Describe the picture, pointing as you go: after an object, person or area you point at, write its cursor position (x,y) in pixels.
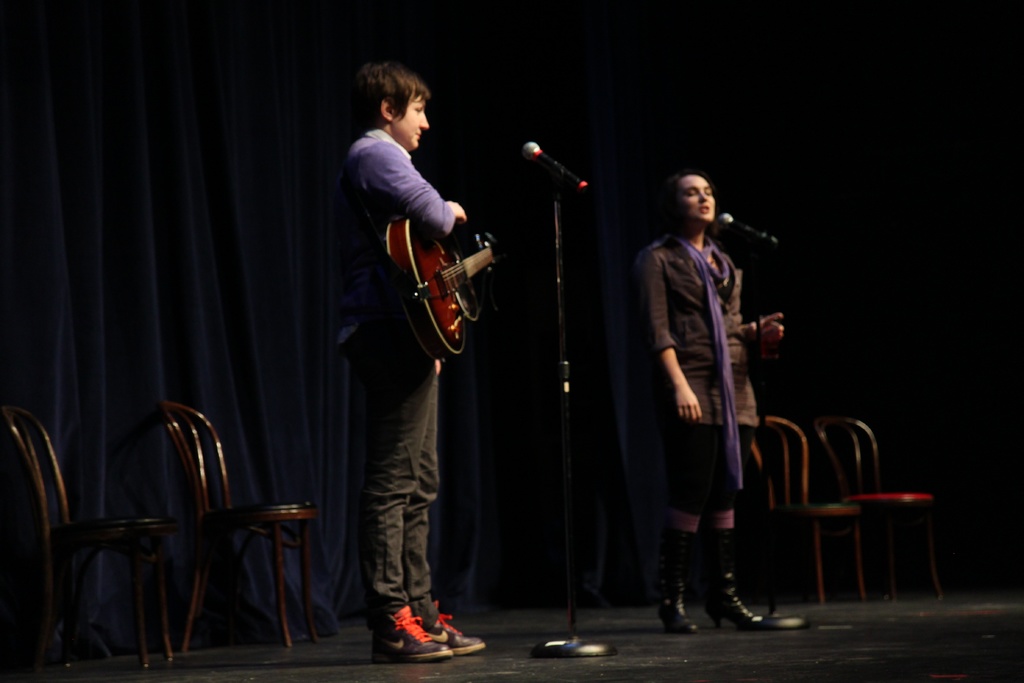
In this picture two guys (353,201) are on stage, one of them is playing a guitar (432,253) with a mic (561,273) in front of him and the lady (692,394) is singing. In the background (820,479) we observe four empty chairs (826,452) and there is a blue curtain (604,120).
